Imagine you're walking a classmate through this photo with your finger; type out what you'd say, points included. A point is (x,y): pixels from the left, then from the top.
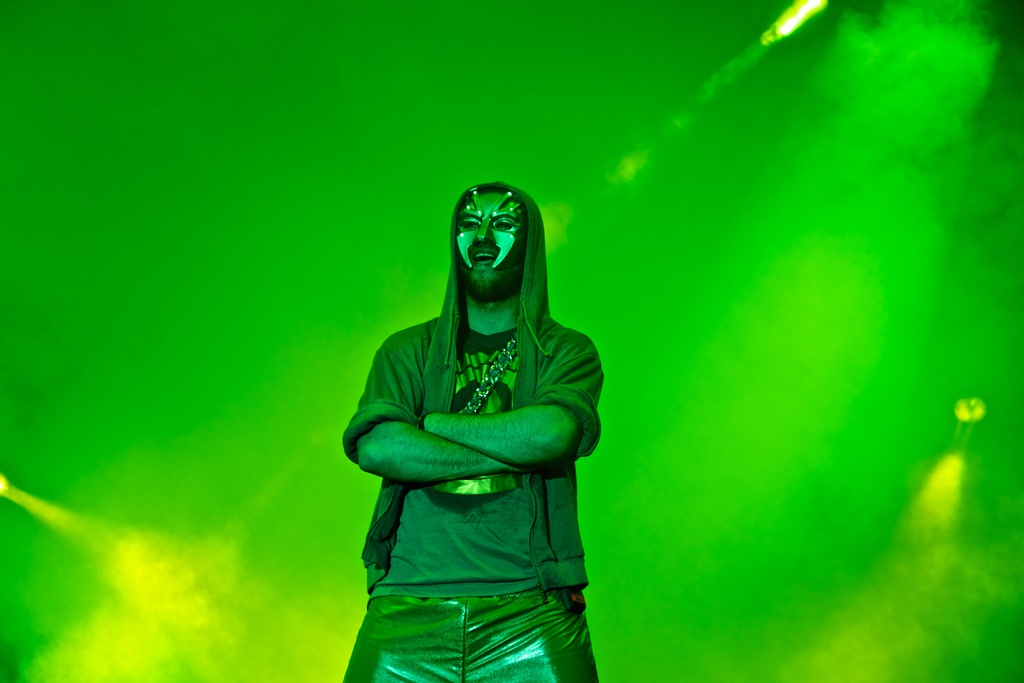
In the middle of the image (526,259) a man (354,682) is standing and he wears a mask (506,234). Behind him there is fog (492,31) and lights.
